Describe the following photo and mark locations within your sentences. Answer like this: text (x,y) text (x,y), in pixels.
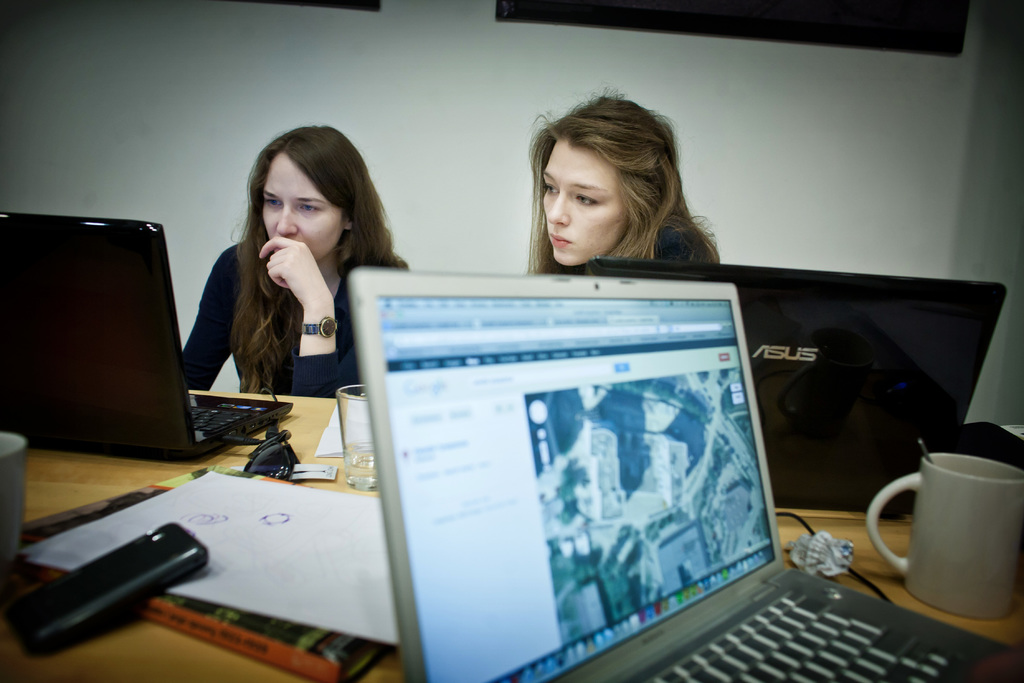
In this image in the front (375,482) there is a table (161,481), on the table (105,481) there are laptops (579,382), papers (362,501), glasses (274,470), there are objects (115,570) which are black in colour. In the center (343,304) there are persons (349,243) sitting and in the background (538,115) there is a wall (712,79), on the wall (609,32) there are objects (733,18) which are black in colour.
